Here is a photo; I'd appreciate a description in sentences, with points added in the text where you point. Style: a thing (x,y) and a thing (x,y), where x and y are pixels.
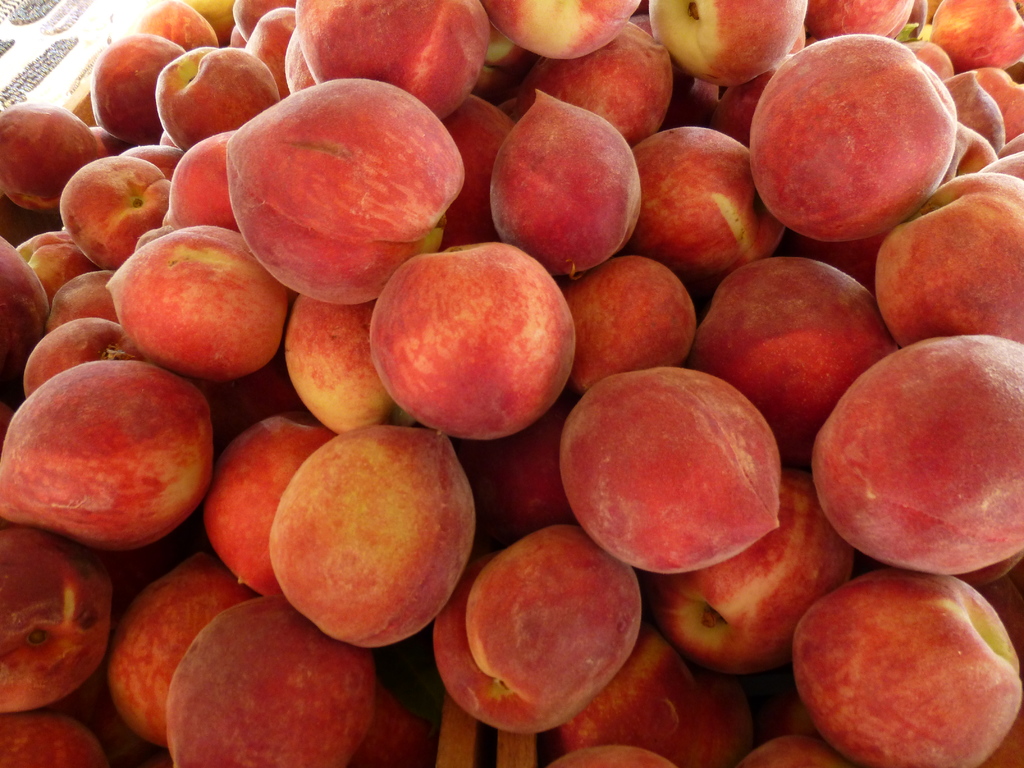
In this image I can see many peaches (275,210) and they are in red color.
